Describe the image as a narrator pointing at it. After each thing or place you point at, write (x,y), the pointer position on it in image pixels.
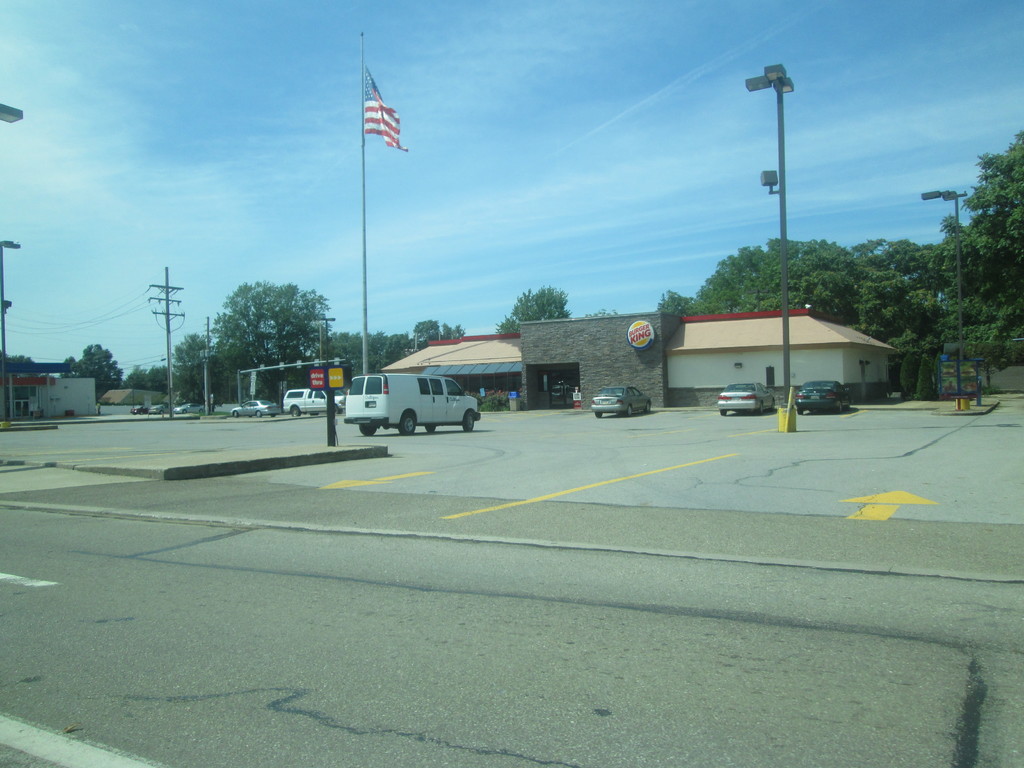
In this picture we can see vehicles (758,397), electric poles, wires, signs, light poles (788,350) on the road (529,537). In the background (79,374), we can see the place (431,368) surrounded by trees (268,306) and houses (732,333). The sky (506,225) is blue.
